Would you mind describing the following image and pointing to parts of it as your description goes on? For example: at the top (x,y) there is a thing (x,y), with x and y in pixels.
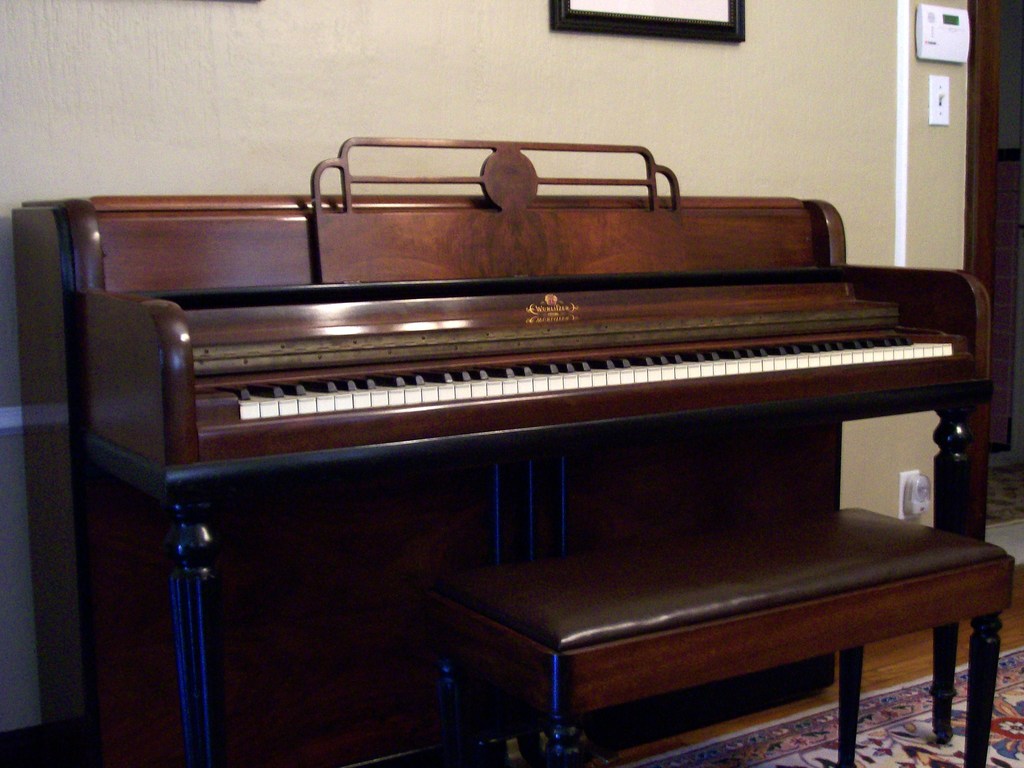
The image is taken inside a room (669,563). There is a wall painting (551,20) attached to a wall (672,45) and there is a piano (121,637), a chair (536,674) in the image.
